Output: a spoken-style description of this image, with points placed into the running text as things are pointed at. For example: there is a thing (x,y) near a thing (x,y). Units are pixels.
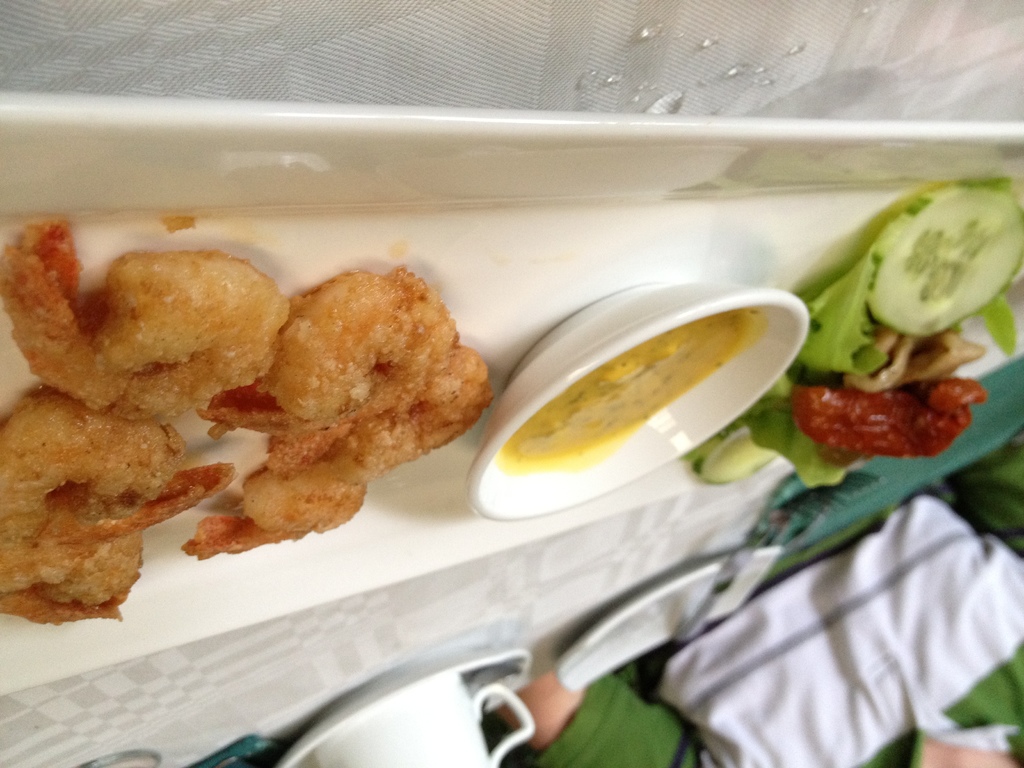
In the picture we can see a white color tray (901,138) on it, we can see some fried food (61,376) and a bowl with soup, which is yellow in color and beside it, we can see some vegetable salads (994,223) and beside the tray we can see a cup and saucer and a person (727,641) sitting near the table (961,93).
